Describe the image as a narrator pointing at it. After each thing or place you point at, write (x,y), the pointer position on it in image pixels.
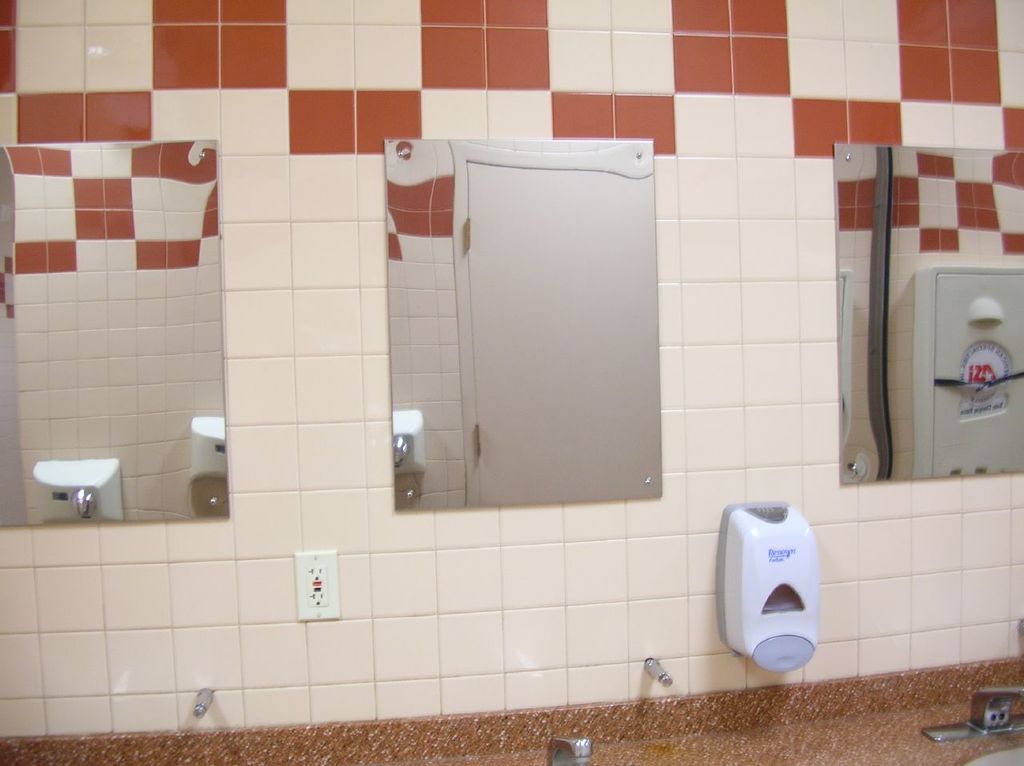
The image is taken in a washroom (253,237). In the center of the picture (542,320) there are mirrors (495,291). At the bottom (978,719) there are taps (966,726), sink (991,755), plug board (316,601) and other objects (767,529). In this picture there are tiles (743,321) to the wall (192,626).
